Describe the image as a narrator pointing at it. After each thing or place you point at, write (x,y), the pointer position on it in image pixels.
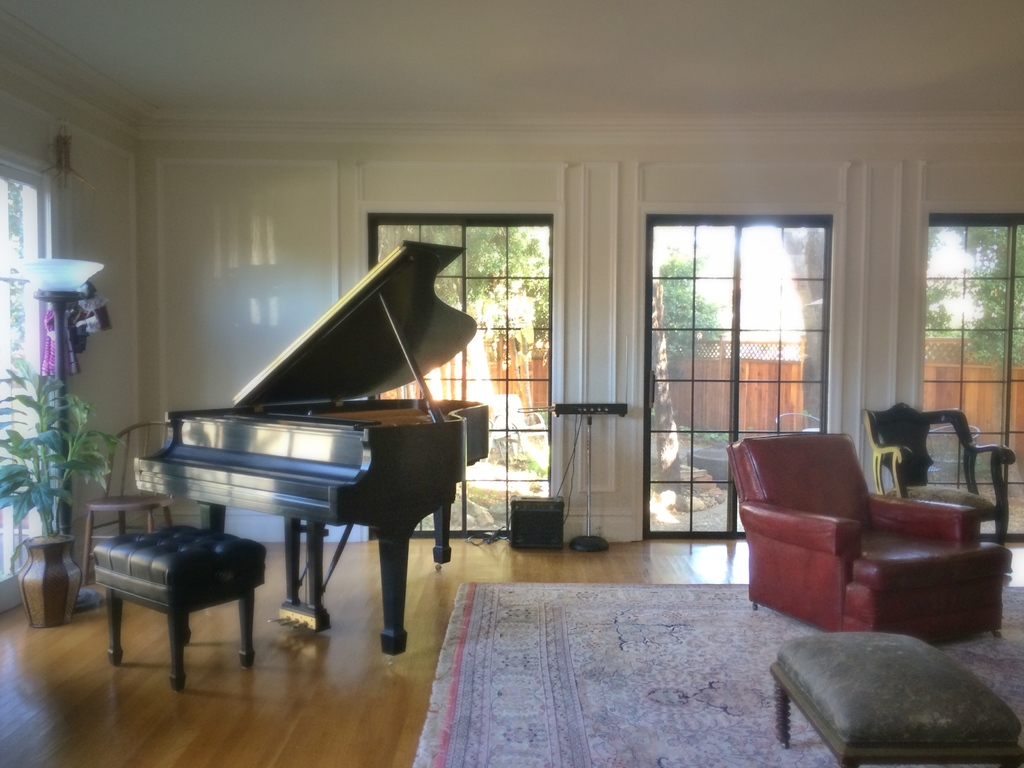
In this picture there is a piano (321,468) and the bench (181,570). To the left (47,544), there is a flower pot (39,573). There is a carpet (526,679) on the floor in the middle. There is a red color sofa (849,545) to the right (909,525). At the background (692,309), there is a tree (685,295).
